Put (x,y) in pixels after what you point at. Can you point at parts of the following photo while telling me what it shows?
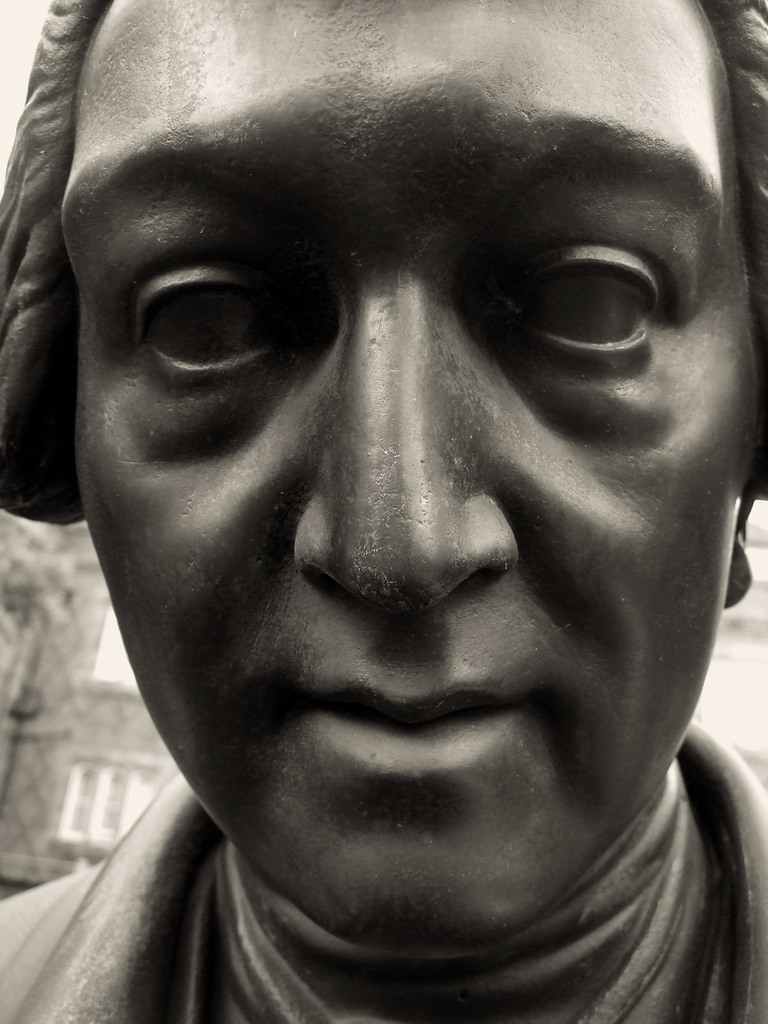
In this image there is a sculpture of a person (409,632), and in the background (50,863) there is a building (95,752).
